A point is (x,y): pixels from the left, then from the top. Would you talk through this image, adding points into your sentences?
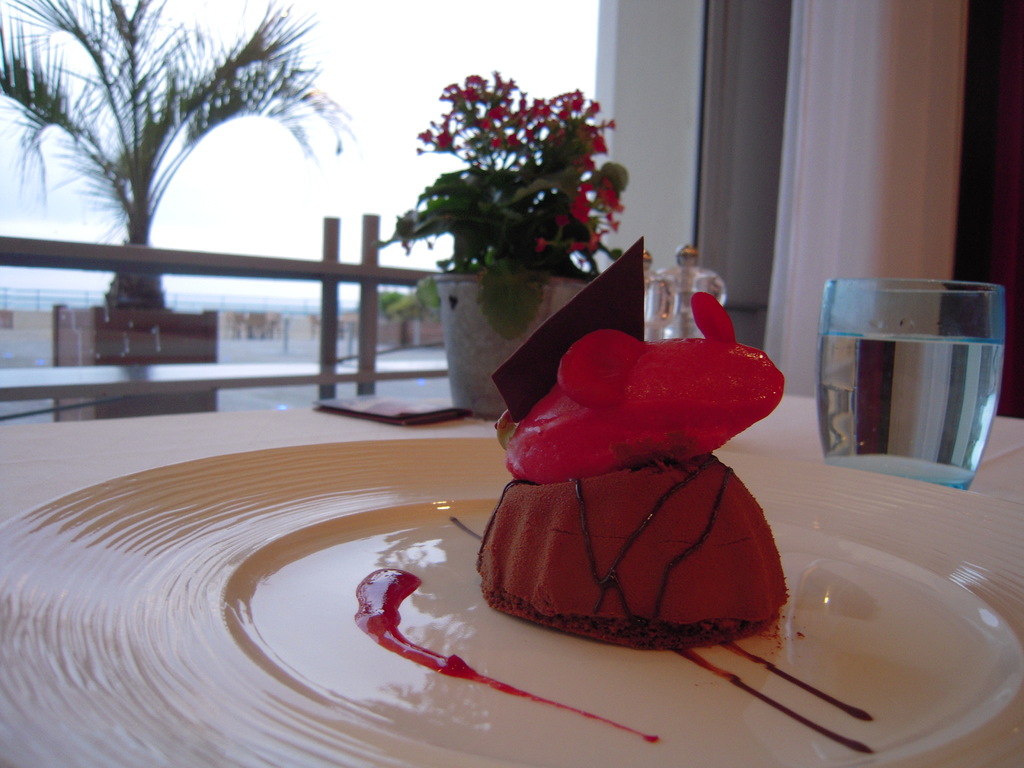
In this picture there is a plate (886,762) in the center of the image (639,443), in which there is a cake (757,510) and there is a glass (920,401) on the right side of the image (882,420), there is a flower pot (490,260) in the center of the image (540,294), which are placed on a table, there is a plant (50,107) on the left side of the image (123,148).
